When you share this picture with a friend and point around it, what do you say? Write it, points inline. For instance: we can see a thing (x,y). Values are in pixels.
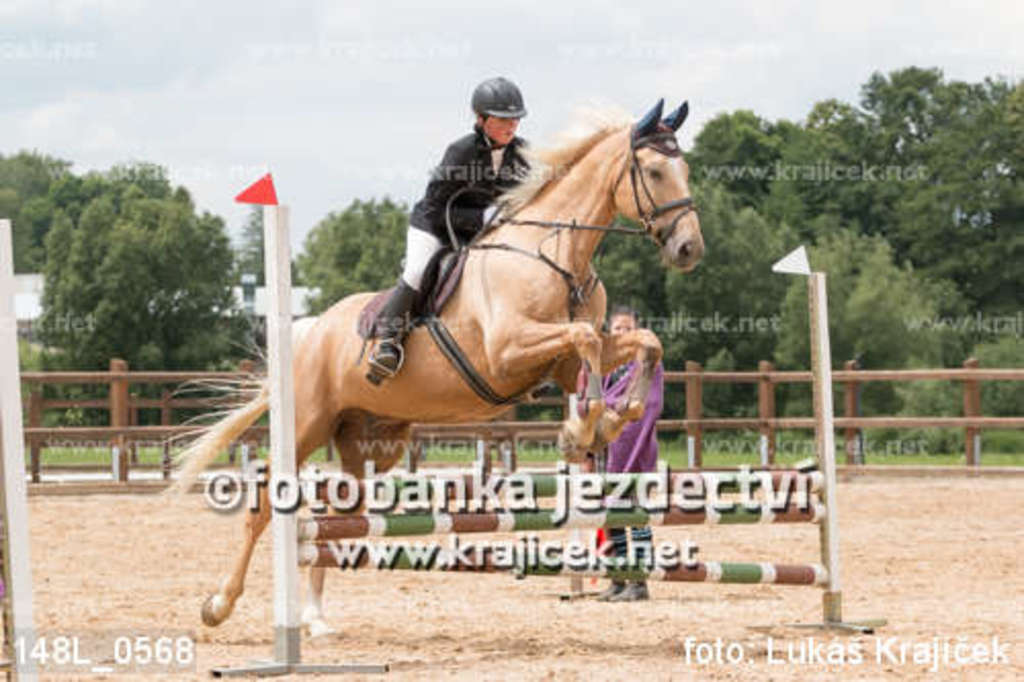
This is an edited image in which there is a person (430,201) riding a horse (632,405) and there is a person (625,433) standing. In the background (186,281) there are trees (198,396), there is grass (488,455) on the ground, there is a fence (124,430) and the sky (568,107) is cloudy and there is some text (825,646) written on the image and in the front (447,504) there is a hurdle (291,519). On the left side (6,381) there is an object (17,414) and in the background (32,302) there is a wall (256,300) which is visible.
